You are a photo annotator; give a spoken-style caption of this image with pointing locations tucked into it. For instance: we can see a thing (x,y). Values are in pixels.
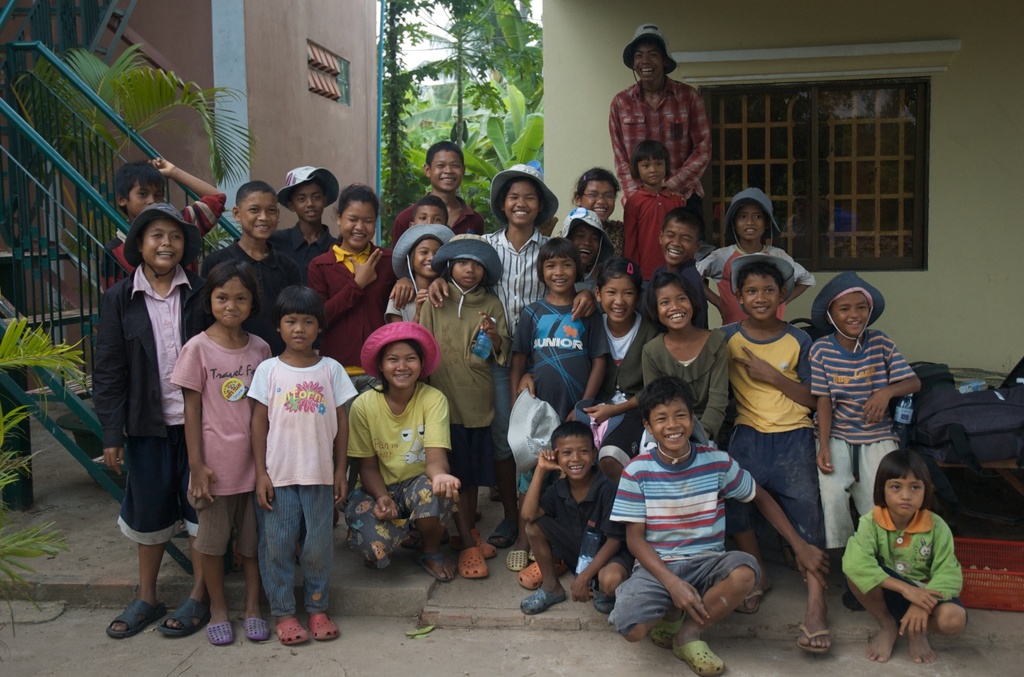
In this picture we can see some kids (497,348) standing and some kids (884,558) sitting, in the background (500,133) there are two buildings (544,124) and trees (467,82), on the left side (70,318) we can see stairs (69,395), these kids (227,311) are smiling, we can see a bag (913,428) on the right side (965,439), at the right bottom (997,584) there is a basket (1002,572).
